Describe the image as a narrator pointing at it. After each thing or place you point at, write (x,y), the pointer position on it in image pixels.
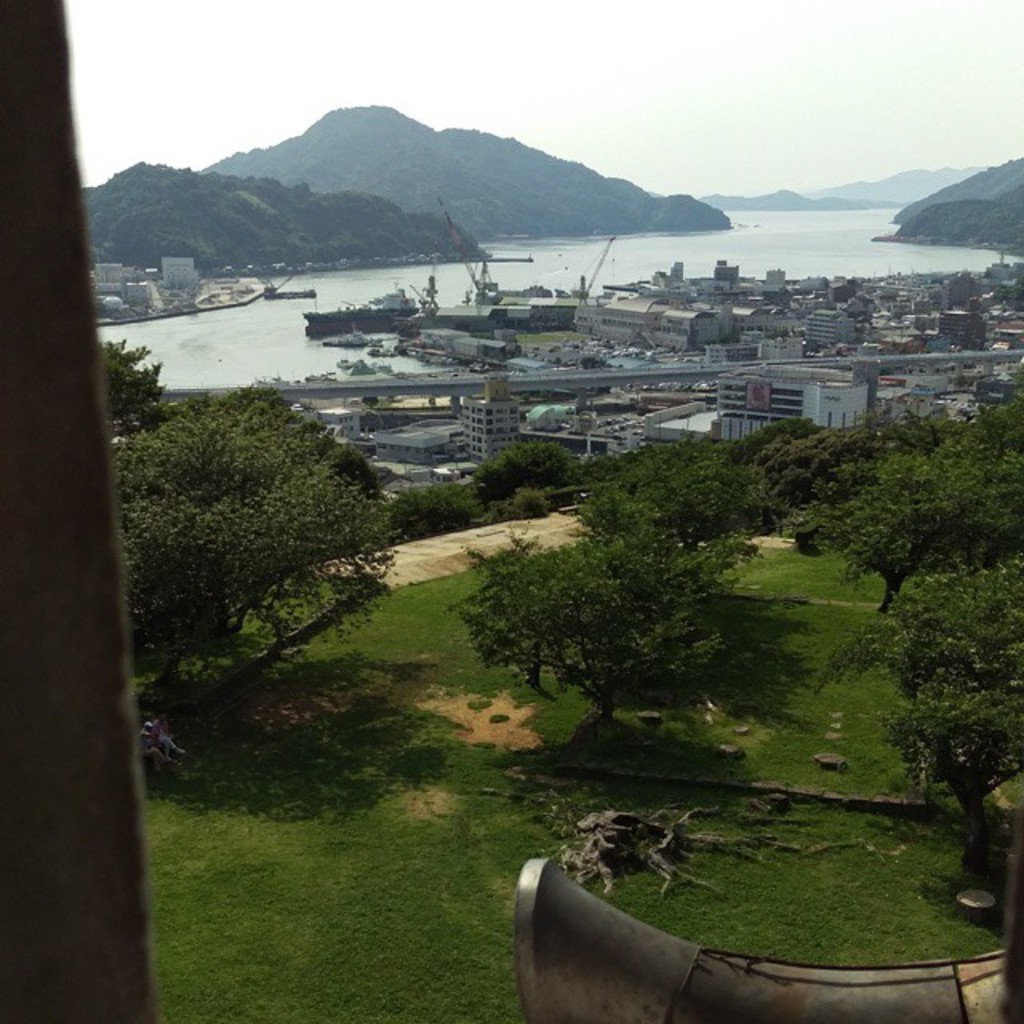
In this image we can see there is a pillar (48,423), in front of the pillar (98,928) there are trees (599,611) and an object (671,943). And there are buildings (806,398), ship (394,303), water (877,235), mountains (348,184) and the sky (737,119).
